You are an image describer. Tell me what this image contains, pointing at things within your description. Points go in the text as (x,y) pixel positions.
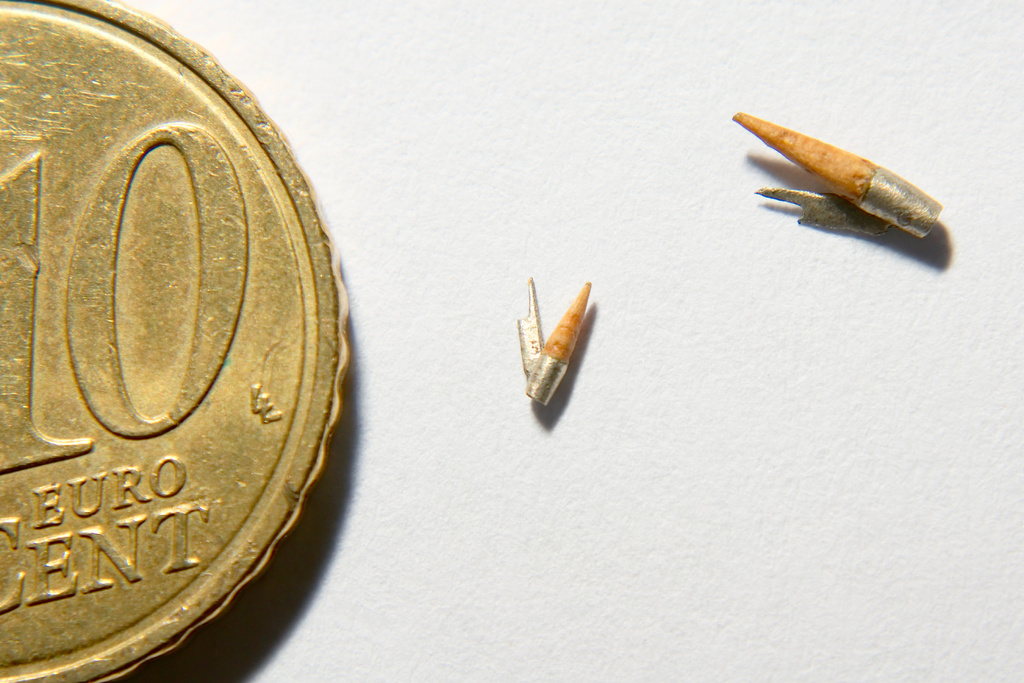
In this picture I can see a coin (131,348) on the left side (131,348), on the right side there are some objects (898,180).
